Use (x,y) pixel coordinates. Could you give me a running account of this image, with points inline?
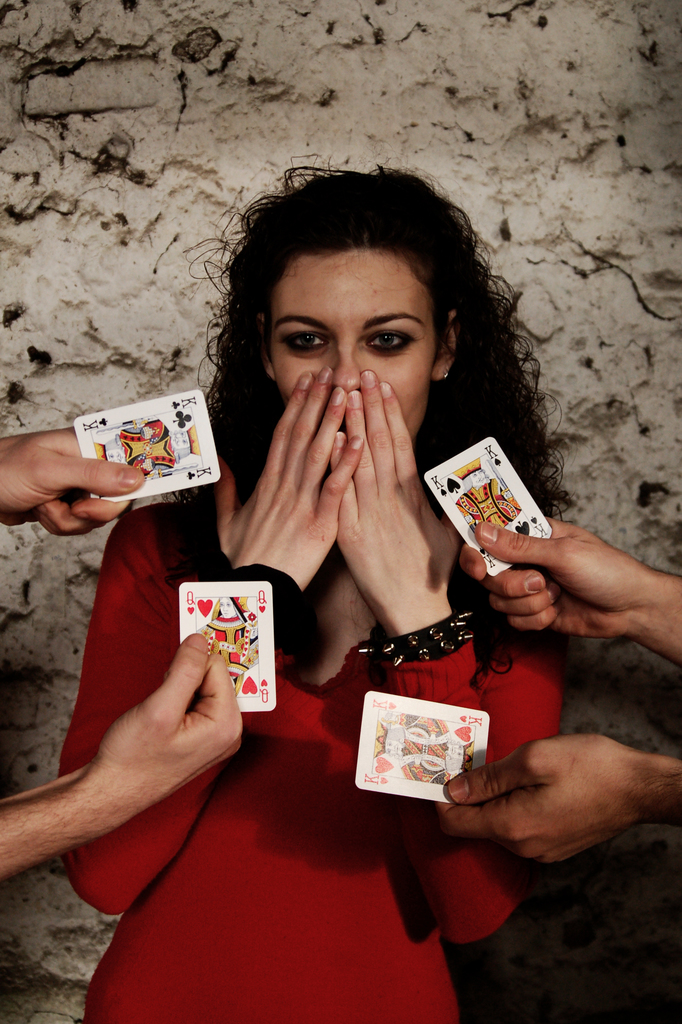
This picture shows women (479,256) standing and few hands (116,820) holding cards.
